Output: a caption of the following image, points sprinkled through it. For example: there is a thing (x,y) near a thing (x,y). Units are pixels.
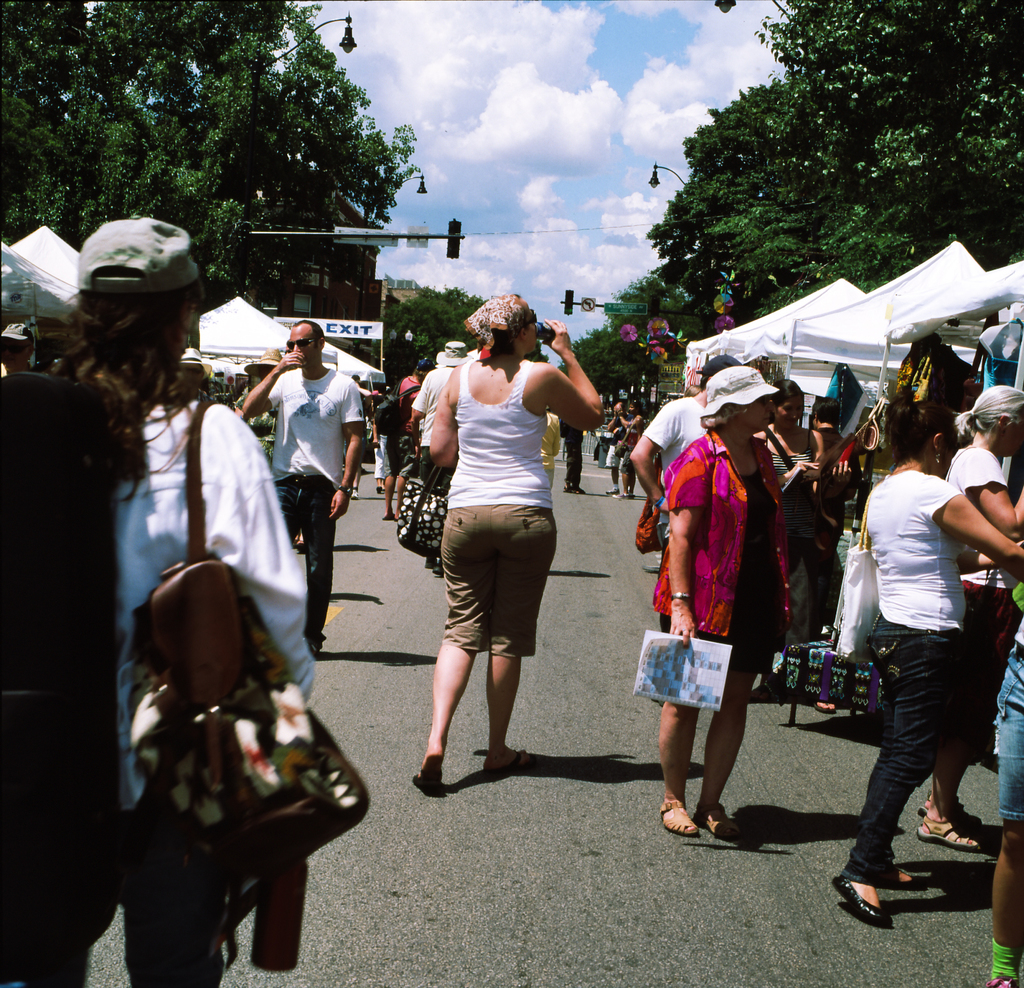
In this picture we can see many people (274,617) standing on the road (408,608) with trees (225,210) on either side. Here the sky (638,249) is blue.
